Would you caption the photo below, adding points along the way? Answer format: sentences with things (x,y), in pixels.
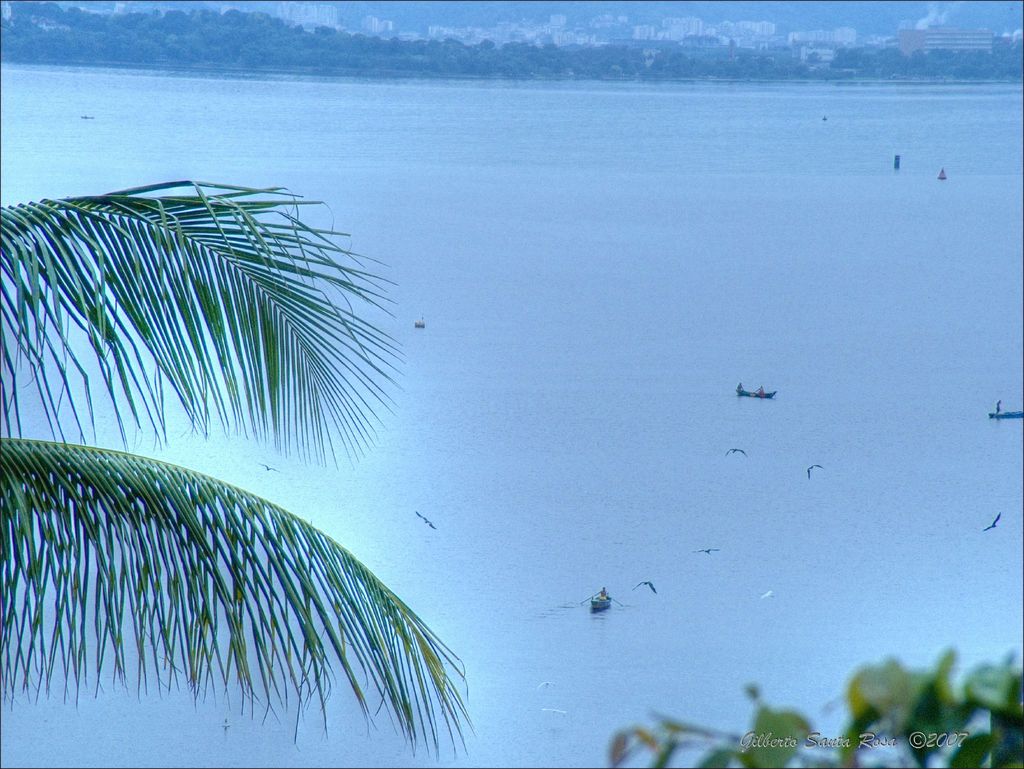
In this picture we can see boats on water (498,345), here we can see birds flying and in the background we can see buildings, trees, in the bottom right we can see some text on it.
